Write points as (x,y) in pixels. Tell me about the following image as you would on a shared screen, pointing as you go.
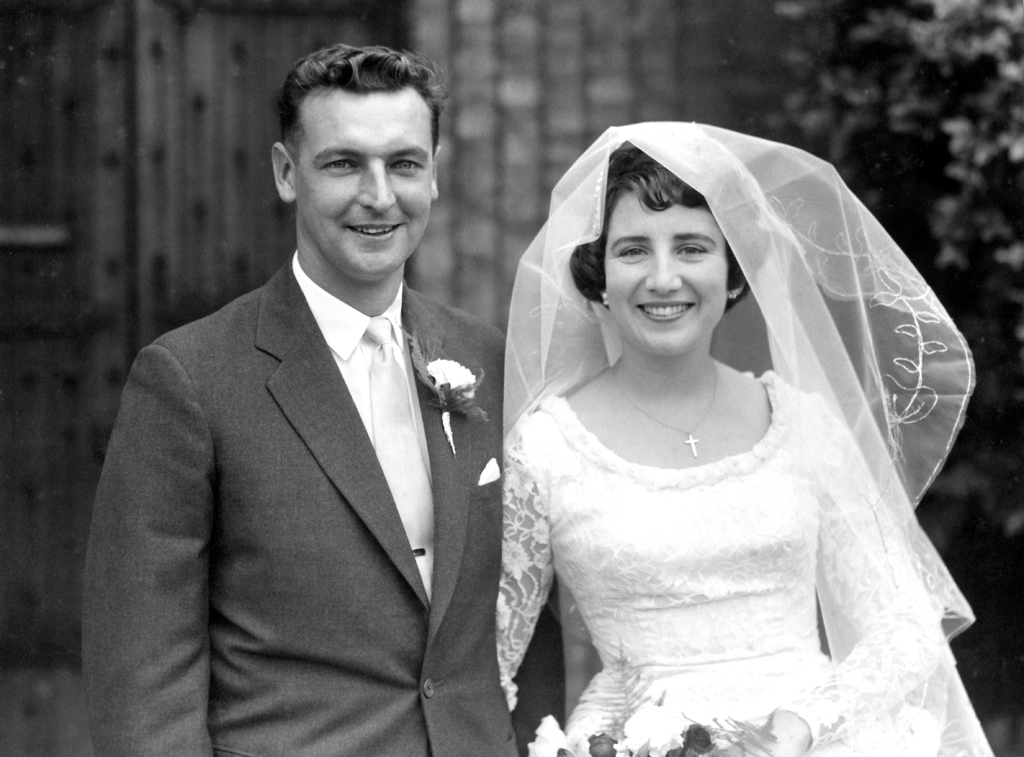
In this picture we can see a man (456,546) and a woman (580,597) standing and smiling, they wore wedding dresses (395,601), in the background (482,240) there is a wall (536,94), we can see a tree (954,58) here.
